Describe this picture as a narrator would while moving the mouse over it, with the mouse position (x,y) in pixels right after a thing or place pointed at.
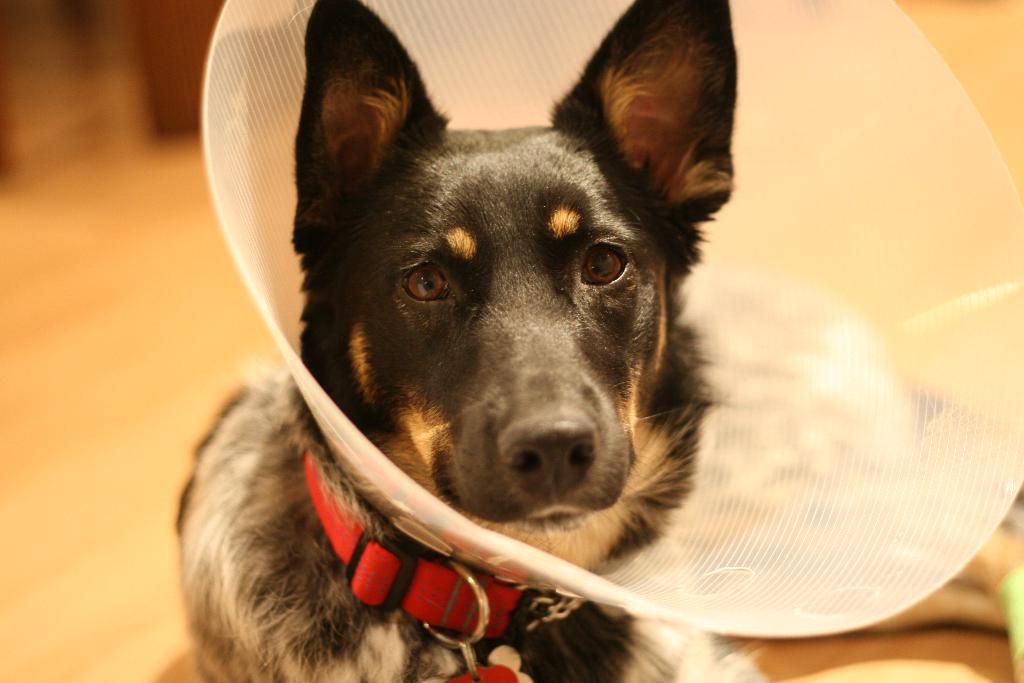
In this image I can see a dog (503,322) which is brown, black and white in color and I can see a red colored belt (366,564) to its neck (343,577) and a white colored object (810,476) to its head (492,296). I can see the brown colored background (150,267) which is blurry.
